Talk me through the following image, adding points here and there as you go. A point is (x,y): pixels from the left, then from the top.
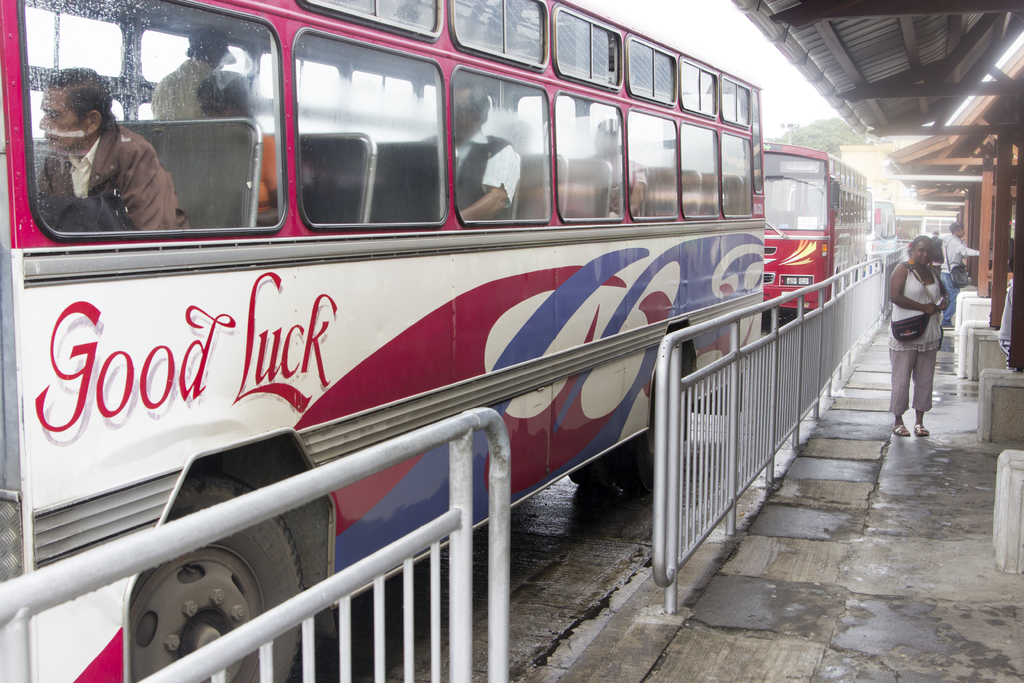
On the right side of the image (962,241) there are people (892,397) standing on the pavement (888,520). There is a metal fence (831,353). There are buses (820,193) on the road (595,528). There is a roof (903,35) supported by metal rods (1006,160). In the background of the image (844,133) there are buildings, trees (812,133).
